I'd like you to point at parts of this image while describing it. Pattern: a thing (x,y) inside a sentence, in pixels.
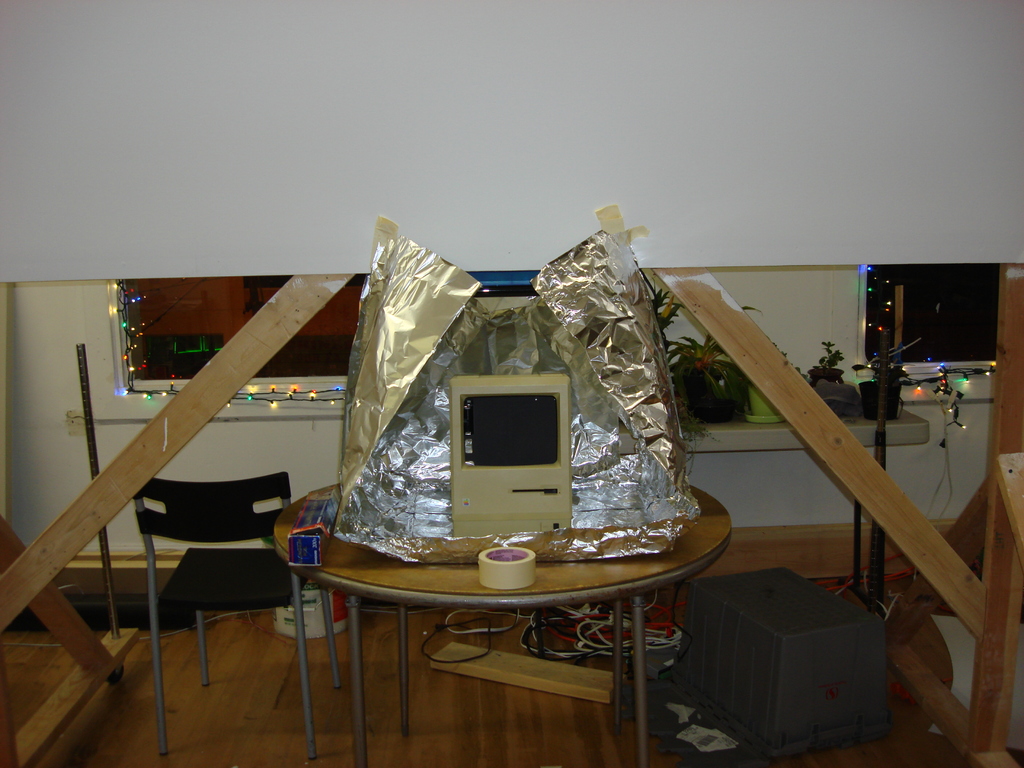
In this image, we can see a table (519,590) with some objects (520,448) like a tape (484,564), aluminium foil (441,470). We can also see some chairs (220,585). We can see some wood (72,538). We can see the ground (179,695) with some objects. We can see the wall (101,316). We can see some plants (727,392). We can see some lights (947,398) and we can see a white colored object (900,3).
